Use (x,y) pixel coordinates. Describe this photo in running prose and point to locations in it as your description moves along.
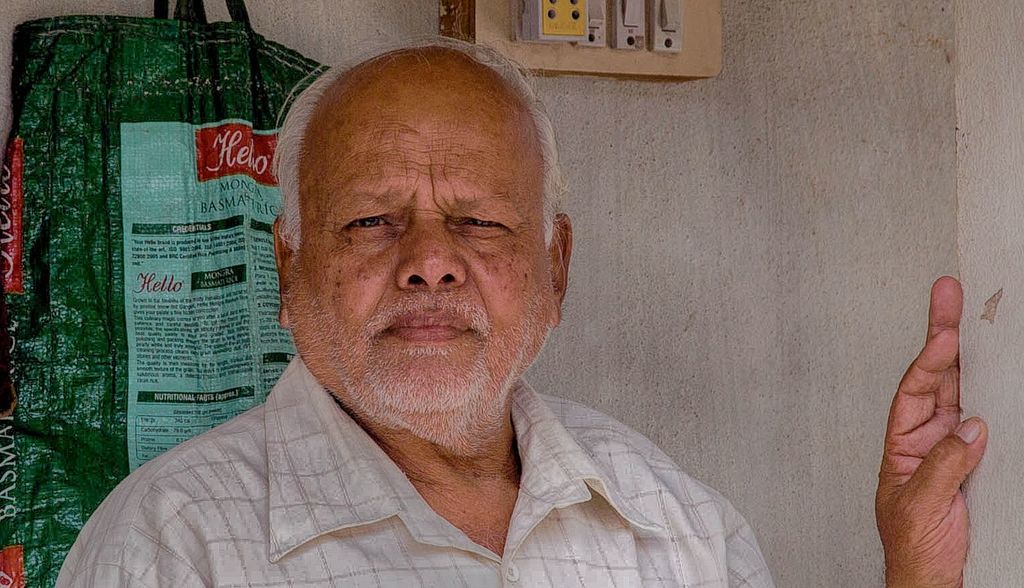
In this image we can see a man (445,420) who is wearing white shirt (345,499). Behind him wall (641,263) is there. On wall (655,288) switch board (542,30) and one sack cover (158,189) is attached.
